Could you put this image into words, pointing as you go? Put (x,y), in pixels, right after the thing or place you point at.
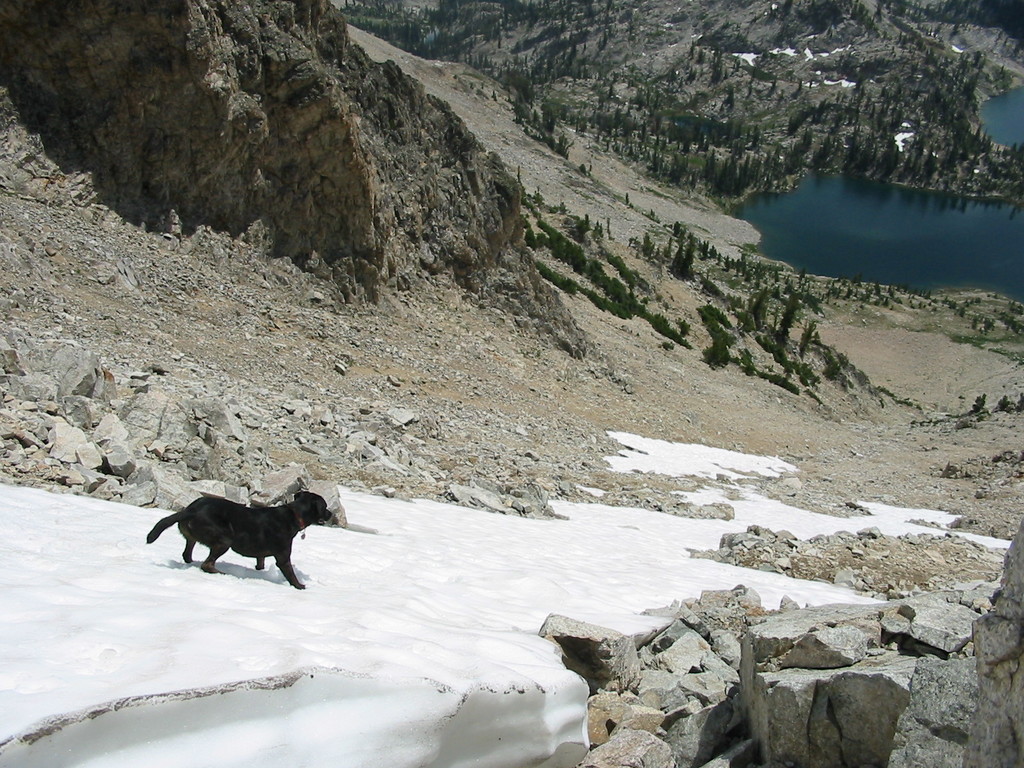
In this image, on the left (240,527) there is a dog (255,555). In the middle (355,504) there are stones (468,450), trees (682,249), water (860,260), snow (768,468).
